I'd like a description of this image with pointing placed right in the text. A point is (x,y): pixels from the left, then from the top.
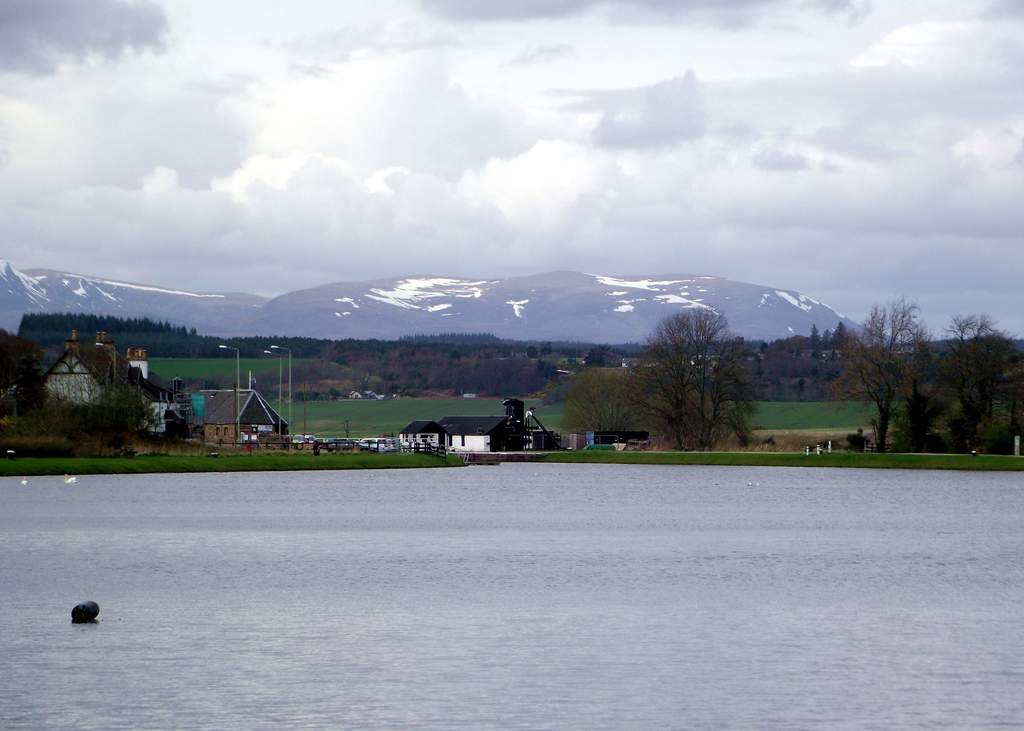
In this image I can see few houses (494,428), light poles (237,419), trees (680,366), water (446,642), mountains (553,327) and two white birds (71,481) on the water (268,487). The sky (386,130) is in white color.
